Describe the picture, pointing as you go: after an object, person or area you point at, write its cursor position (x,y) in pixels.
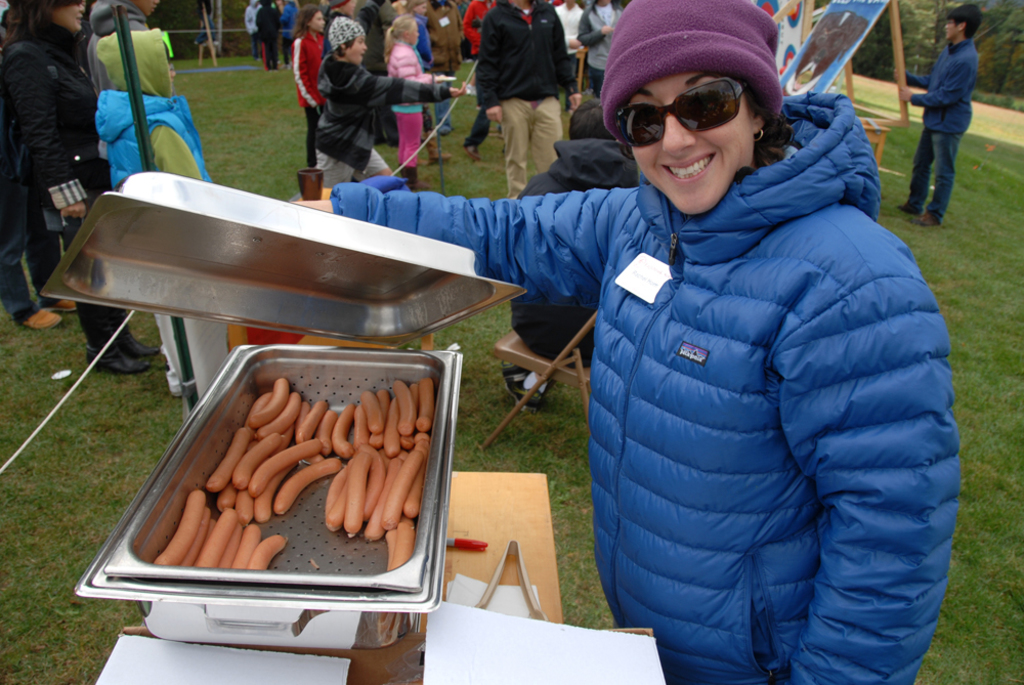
In this picture we can see a woman (641,340) wore a cap (682,44), goggles (688,124), jacket (622,414) and holding a bowl lid (447,287) with her hand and in front of her we can see a bowl (368,551) with sausages (219,526) in it, tong (487,586), papers (499,609), pen (473,542) on a wooden surface (518,521) and in the background (342,65) we can see a group of people (43,58) on the grass (537,413), chair (566,368), boards (787,77), trees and some objects (202,53).
